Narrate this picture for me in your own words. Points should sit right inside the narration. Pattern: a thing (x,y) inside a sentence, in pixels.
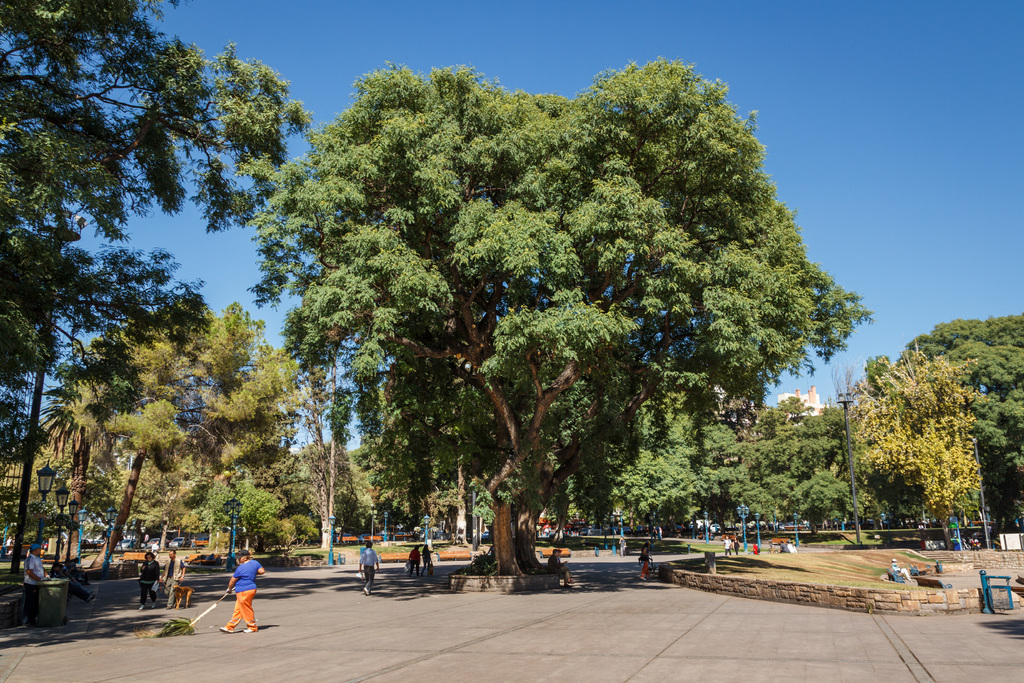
There are persons (151,571) on the road (684,673). There are trees (345,439) and grass (880,535) on the ground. In the background (314,63), there is blue sky (776,103).
